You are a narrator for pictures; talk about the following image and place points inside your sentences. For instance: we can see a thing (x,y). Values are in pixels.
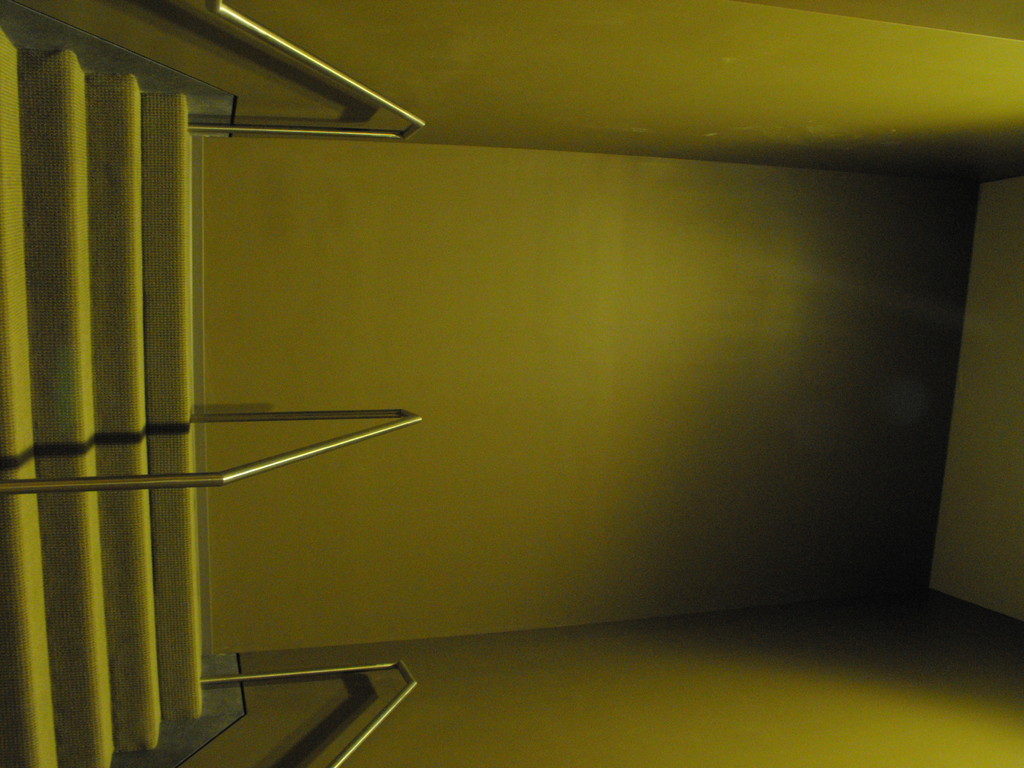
On the left side of the image (141,566), we can see stairs (58,638) and rod railings (41,488). Here we can see the walls (501,271).
